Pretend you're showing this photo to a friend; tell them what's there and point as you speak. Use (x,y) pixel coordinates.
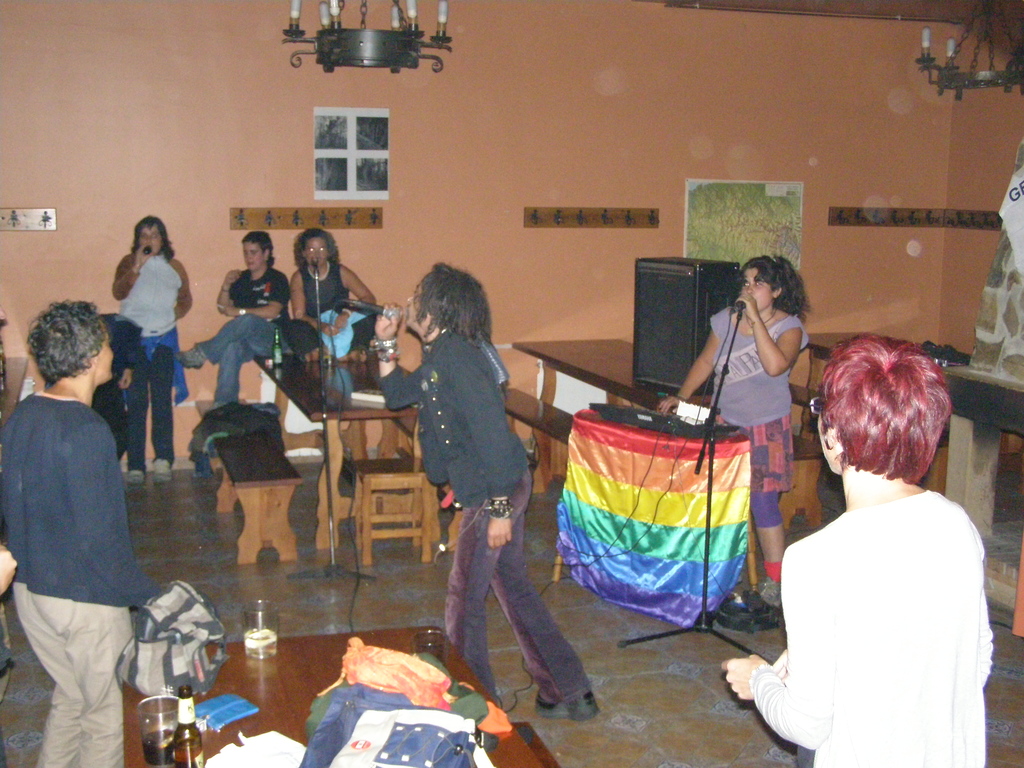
In this picture there is a man (518,457) who is wearing a shirt (472,342), jeans (518,631) and shoes (580,697). He is also holding a mic (363,307). Behind him we can see a girl (731,330) who is singing on the mic (736,309) and playing piano (618,422). On the table (609,380) we can see speakers (668,321) and other objects (651,483). On the bottom table (232,730) we can see the wine glasses (254,649), wine bottle (184,741), bag (199,691), clothes (401,672), t-shirts (392,684), book (205,724) and other objects (241,748). On the right (940,433) there is a woman (892,513) who is wearing spectacle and white dress (859,599). On the top (291,64) we can see a chandelier (399,58). Here we can see posters (754,226) on the wall (564,184). On the left (145,271) we can see group of person (122,281) standing near to the bench (274,449).
